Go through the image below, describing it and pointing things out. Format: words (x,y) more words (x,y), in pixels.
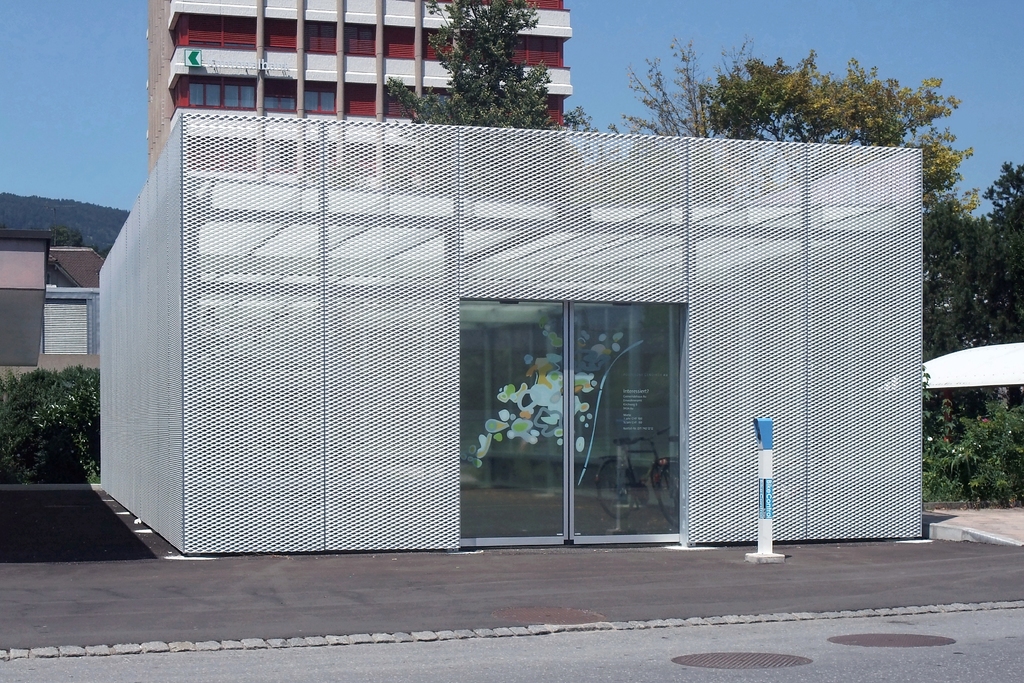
In this image we can see sky (72,58), buildings (316,48), trees (790,89), bicycle (665,495) inside the grill shed (781,371) and road (199,609).
